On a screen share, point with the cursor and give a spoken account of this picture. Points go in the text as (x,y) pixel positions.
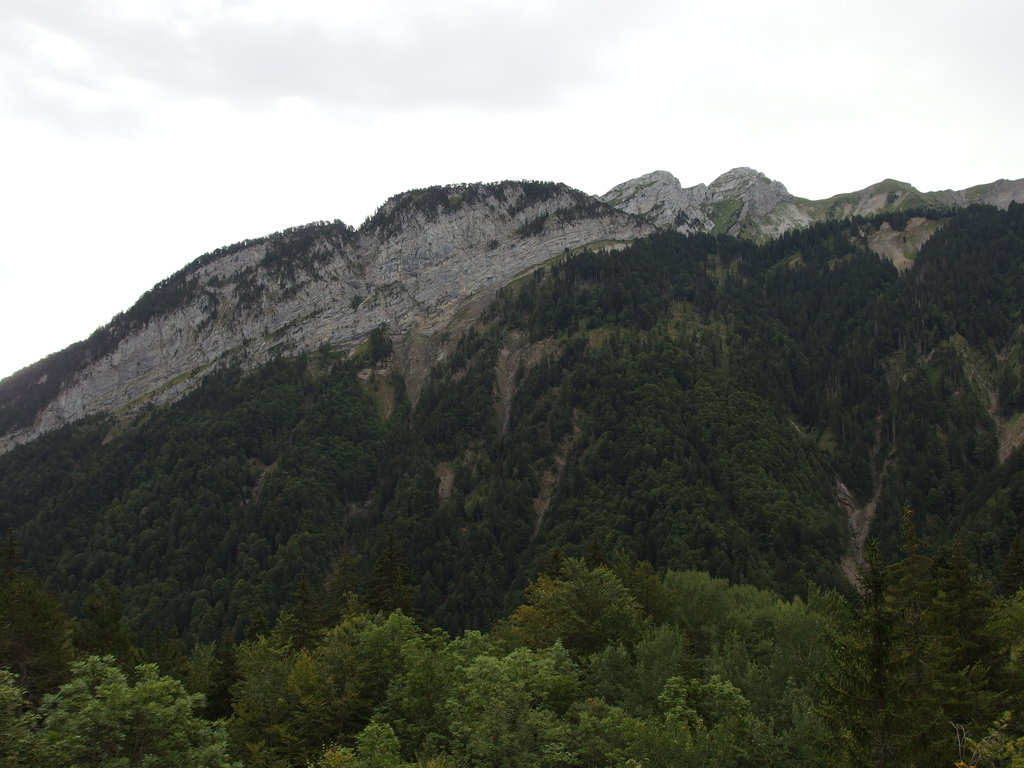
In this image there are trees (635,451) and there are mountains (472,280) and the sky (642,108) is cloudy.
